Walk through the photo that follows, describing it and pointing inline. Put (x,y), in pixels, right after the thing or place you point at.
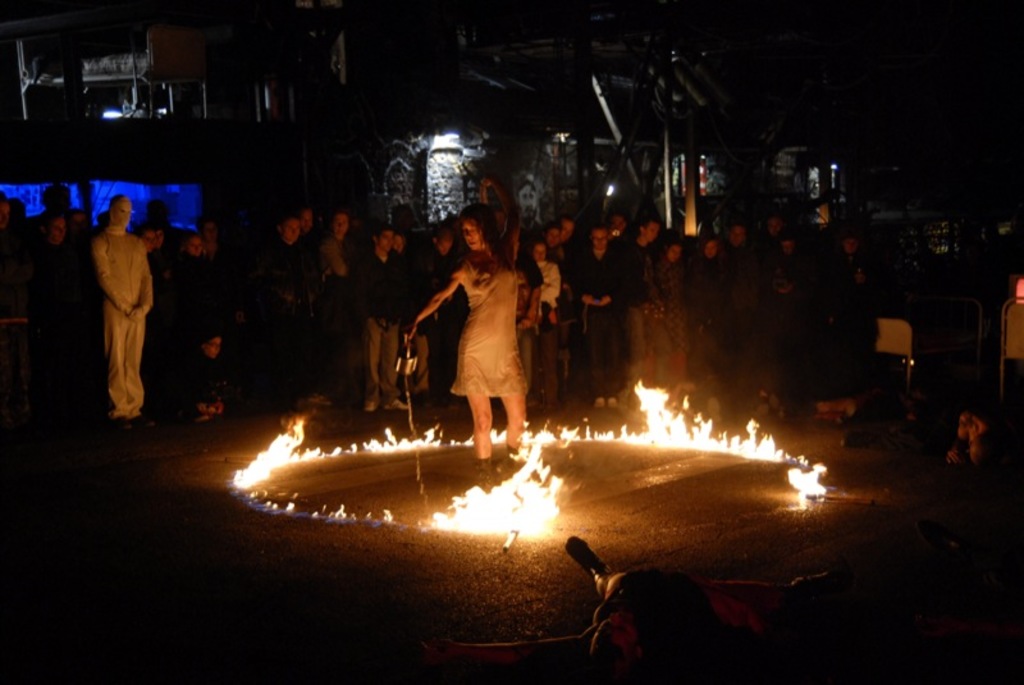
In this image there is a girl (468,397) performing tricks on a road (317,425), around her there is fire (800,483), in the background (859,301) there people (827,301) are standing and there is a building (545,128).
